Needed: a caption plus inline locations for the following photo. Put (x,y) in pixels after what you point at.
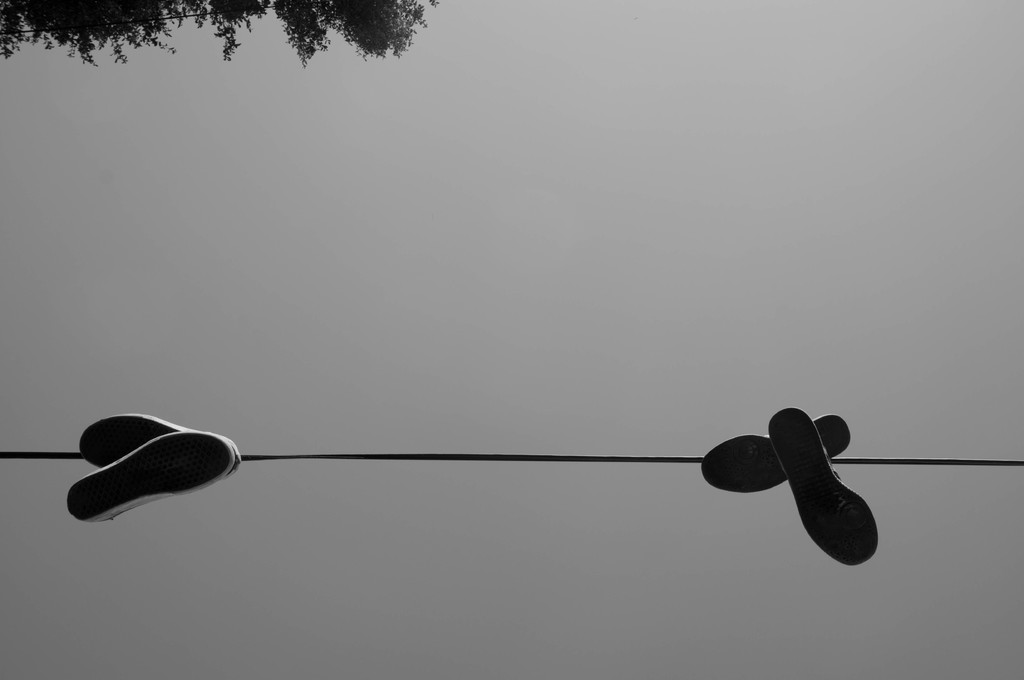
In this image we can see two pairs of shoes (163,485) which are tied to the rope (443,454). In the background (725,246), we can see the plain sky (218,144) and trees (133,35) here.
